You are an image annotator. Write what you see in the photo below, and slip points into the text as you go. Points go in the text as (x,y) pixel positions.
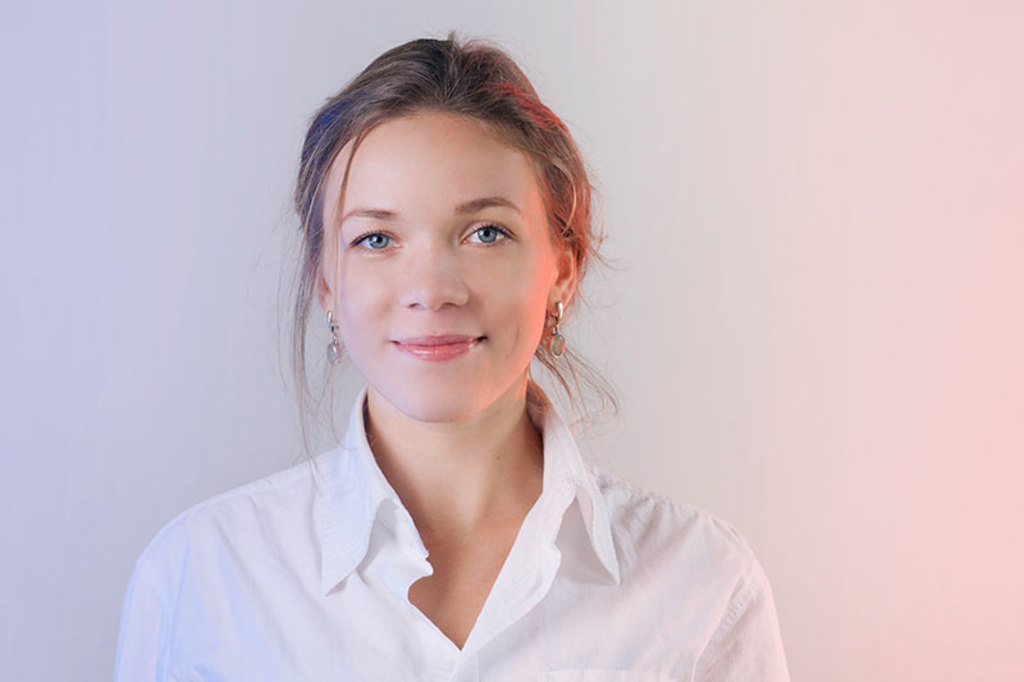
This image consists of a woman (459,512). She is wearing a white dress (546,541) and earrings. She is smiling.
